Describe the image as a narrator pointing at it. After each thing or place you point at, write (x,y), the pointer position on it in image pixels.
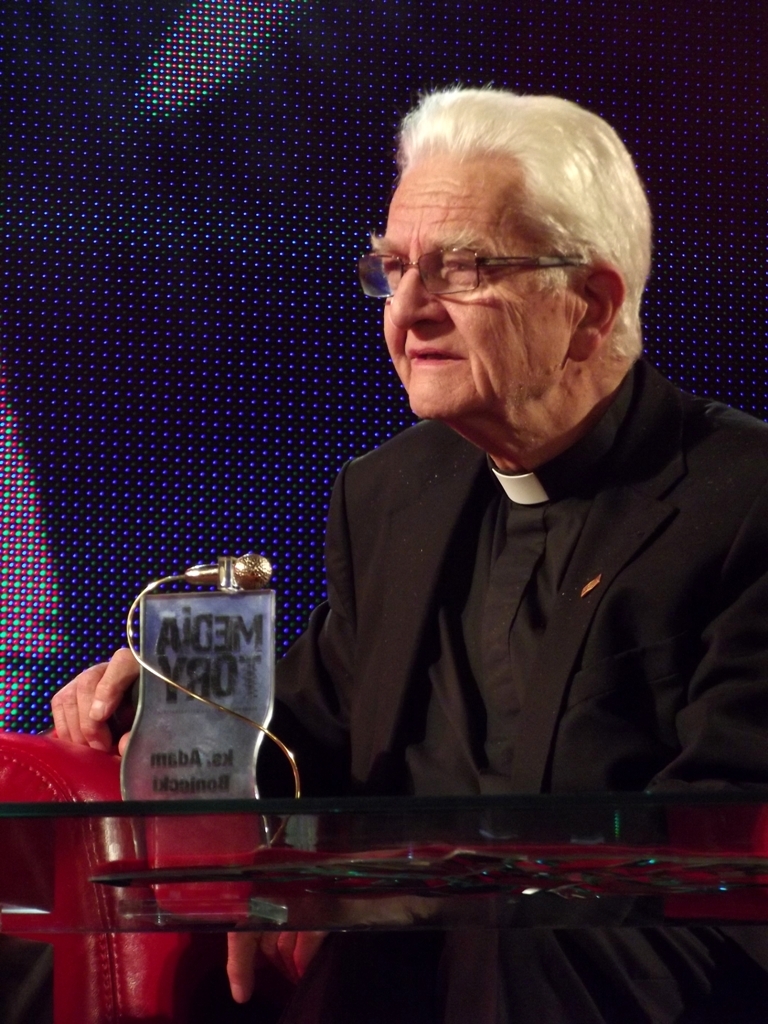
In this picture I can see a man (674,751) in front (718,737) who is sitting on a sofa chair (21,763), which is of red color and I can see a glass table (185,821) in front of him and I see a thing (245,622) on it and I see something is written.
